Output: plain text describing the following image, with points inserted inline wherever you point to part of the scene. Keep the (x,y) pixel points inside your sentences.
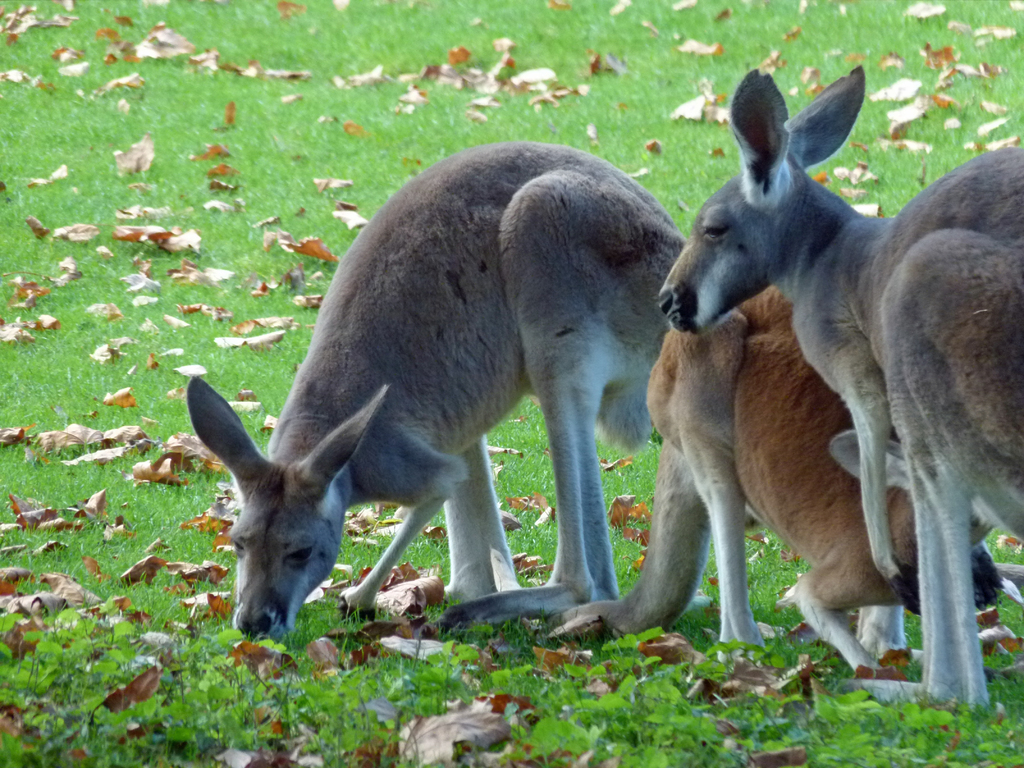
In this image we can see some animals (257,573) are eating grass (170,404).
